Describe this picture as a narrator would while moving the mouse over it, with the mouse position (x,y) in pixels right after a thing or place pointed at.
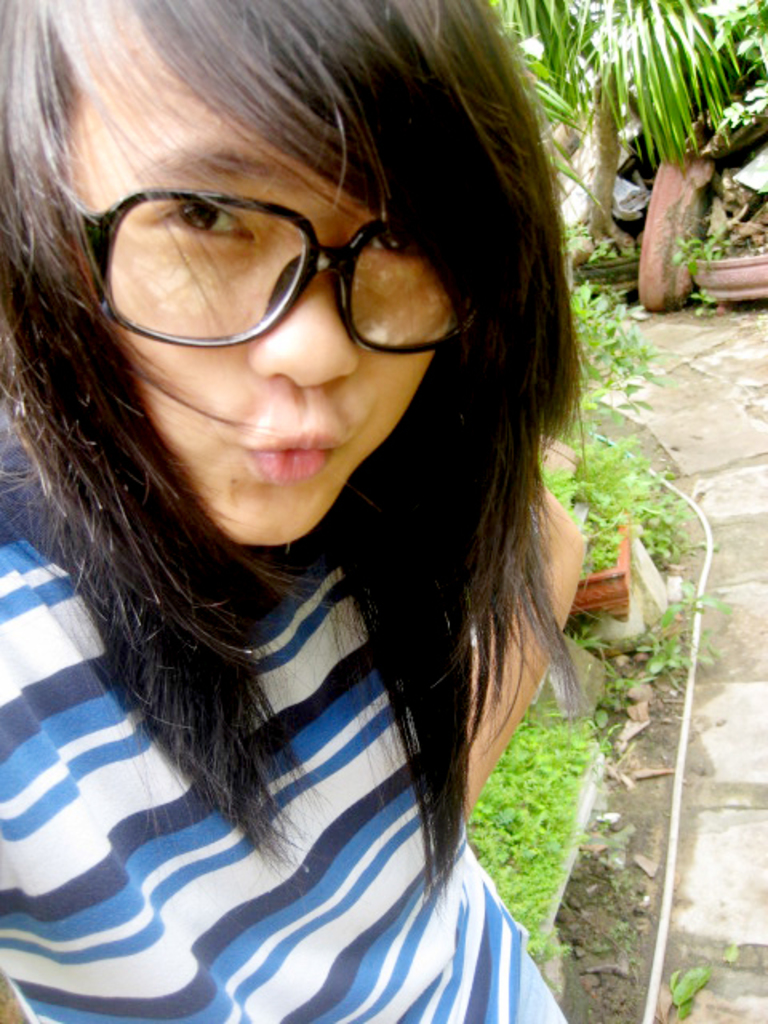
In this image, we can see a woman (126,691) wearing glasses (291,299) and watching. On the right side of the image (614,446), we can see walkway (701,739), pipes (673,852), plants (626,351), pots (713,269) and few objects (578,269).
